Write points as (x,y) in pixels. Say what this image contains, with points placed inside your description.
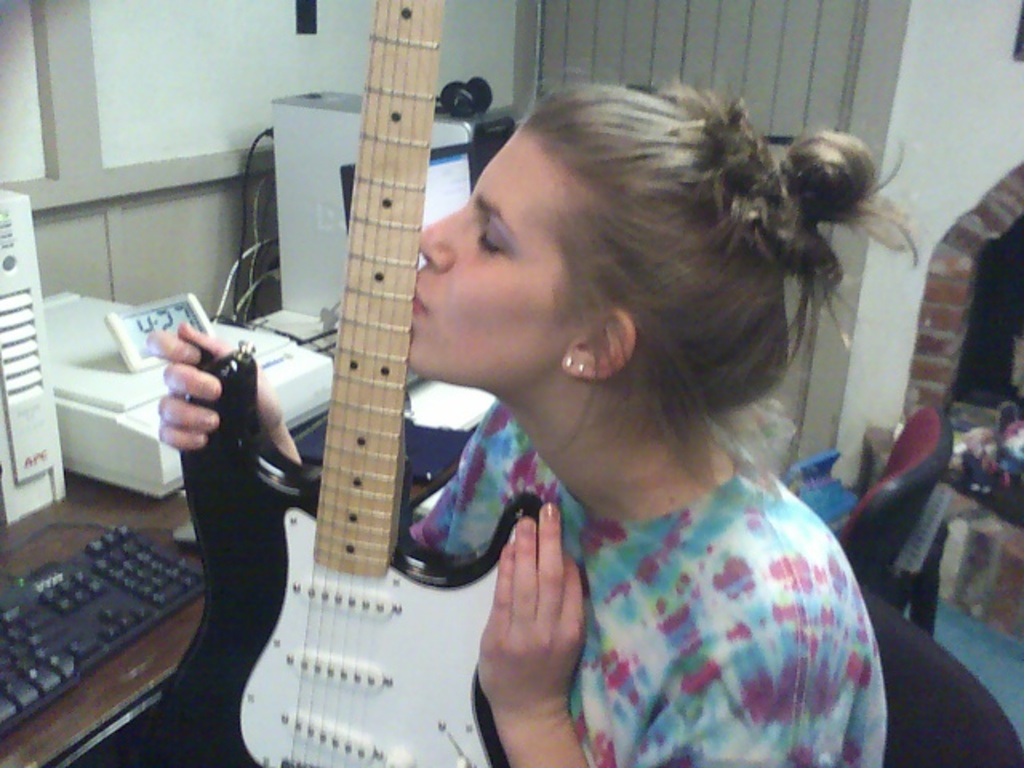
This image is taken inside a room (456,26). In the middle of the image (573,410) there is a girl (701,368) sitting on a chair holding a guitar (420,557) in her hands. In the left side of the image (5,746) there is a table (43,747) on which there are few things (99,598) like keyboard (51,628), clock (135,359), printer (104,356), CPU (286,229). In the right side of the image (935,452) there is an empty chair (850,521) and a wall (897,108) and door (717,53).
